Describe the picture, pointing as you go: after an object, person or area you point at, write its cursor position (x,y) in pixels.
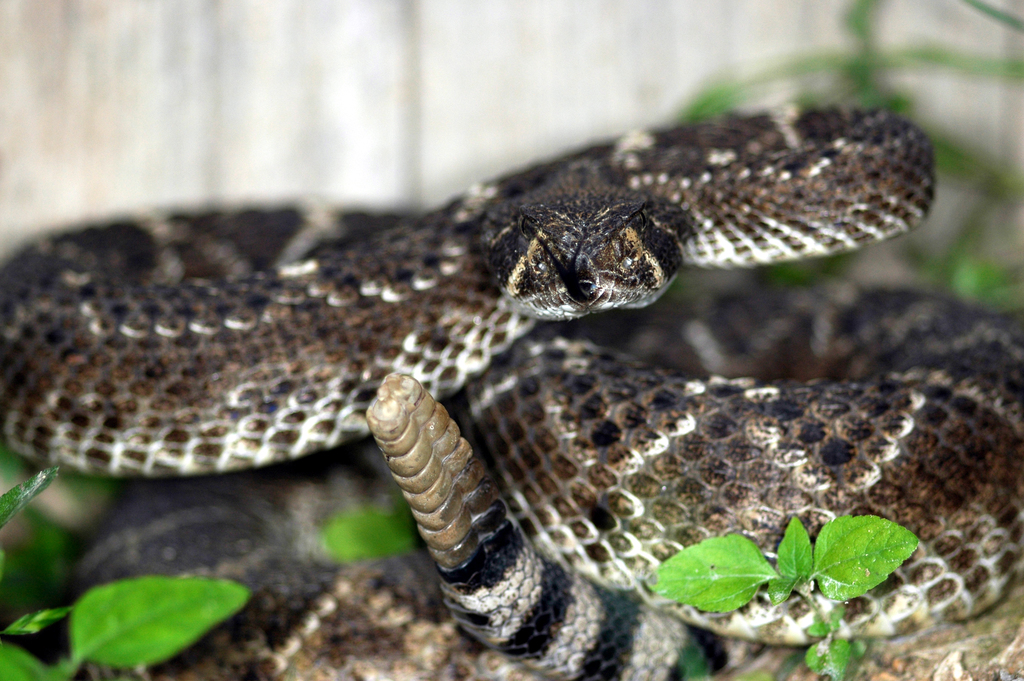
In this image I can see a snake (589,279). At the bottom (719,577) few leaves (729,594) are visible. The background (251,73) is blurred.
